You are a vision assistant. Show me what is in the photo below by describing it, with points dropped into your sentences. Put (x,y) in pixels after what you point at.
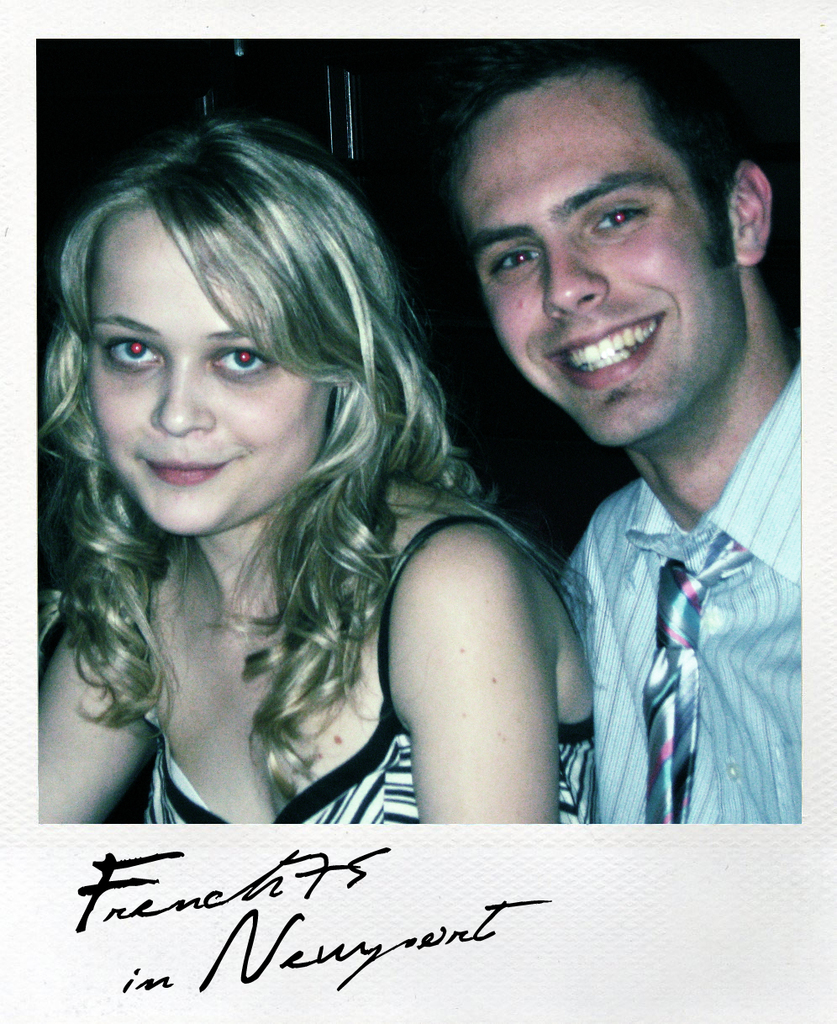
In this image, we can see persons (656,564) wearing clothes (395,786). There is a text (382,915) at the bottom of the image (361,877).
